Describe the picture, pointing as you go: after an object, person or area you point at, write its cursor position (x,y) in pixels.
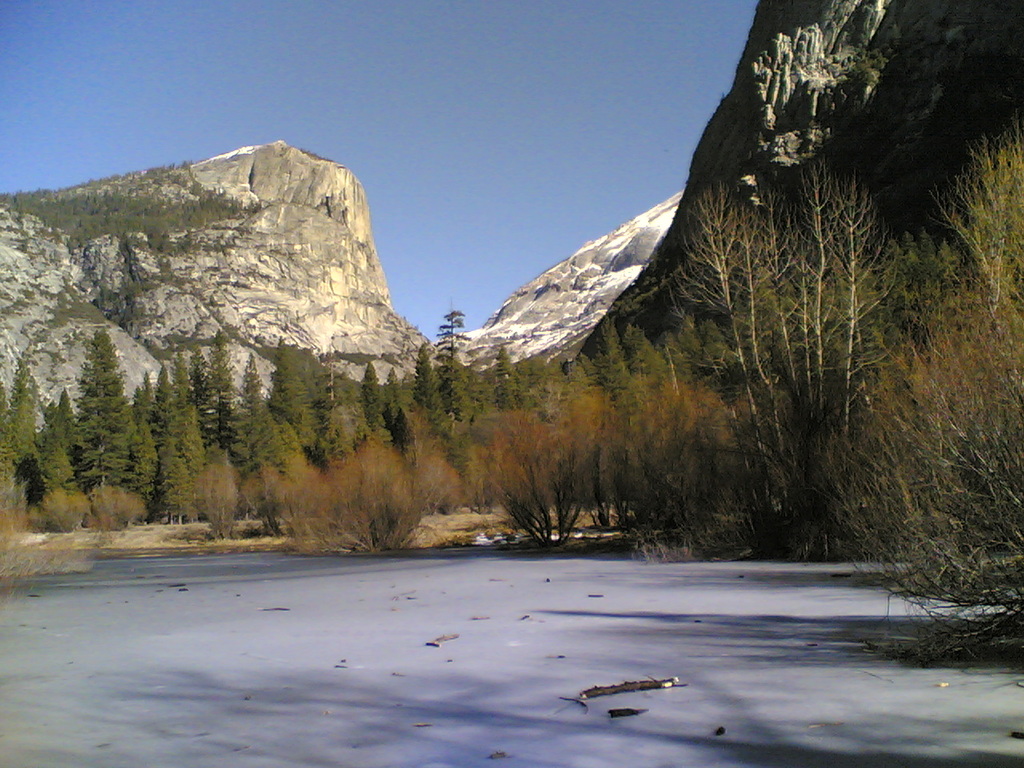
In this picture we can see land (475,696), around we can see some trees (406,472) and we can see rocks (263,200).
